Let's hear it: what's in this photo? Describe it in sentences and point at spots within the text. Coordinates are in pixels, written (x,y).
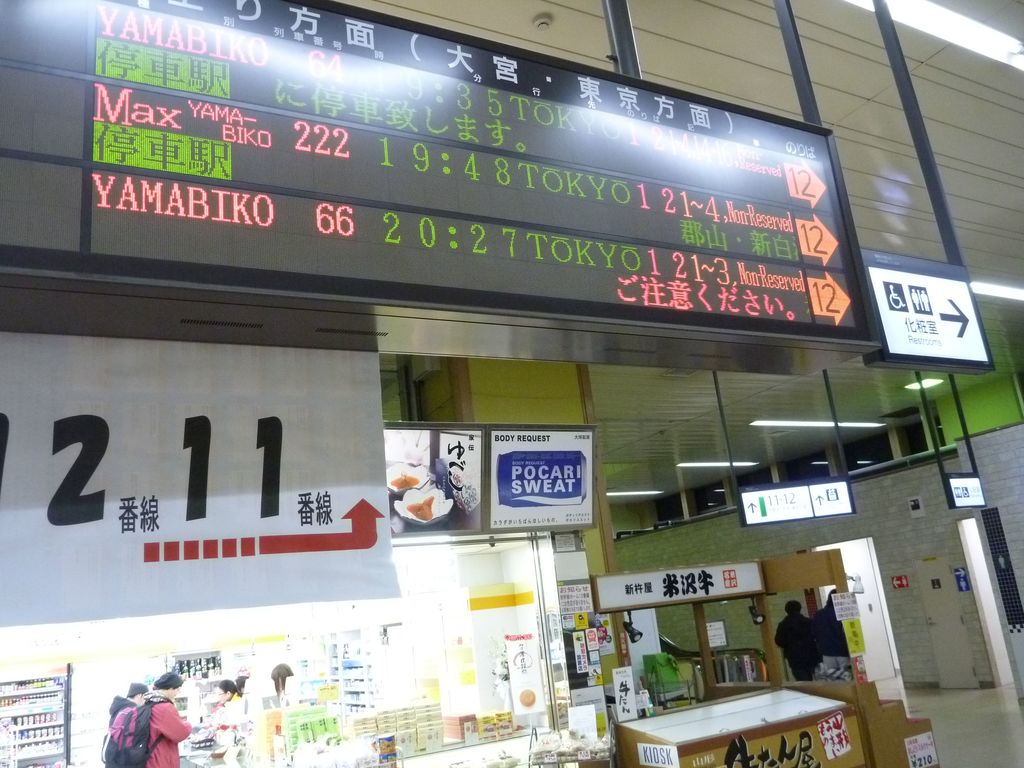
In this picture we can see the station (659,723). At the top (301,227) we can see the screen (516,248). In the bottom left corner (153,735) there are two persons (153,735) were standing near to the table (216,765), beside them we can see many bottles (31,729) on the racks (224,661). On the left (216,559) we can see the posters (259,415). At the bottom (813,644) there are two persons (785,626) were wearing black dress (826,642) and there are walking near to the door (862,624). On the right (892,353) there is a sign board (910,305). In the top right corner (869,5) we can see the tube lights (969,41) at the roof (785,89).
